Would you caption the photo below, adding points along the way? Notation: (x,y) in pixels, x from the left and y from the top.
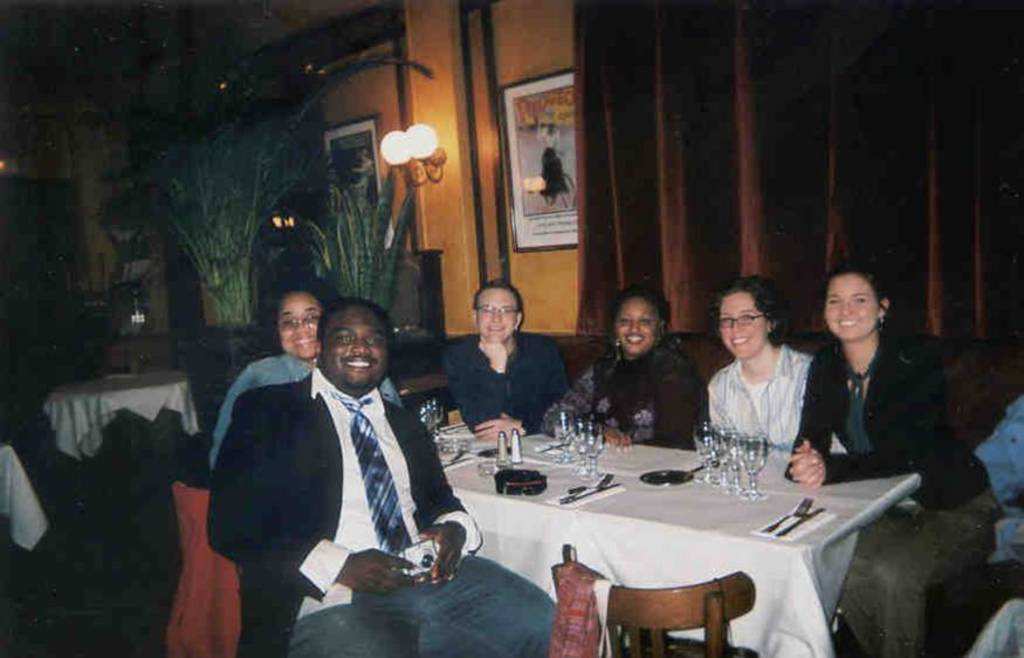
In this picture there are group of people (691,382) sitting around the table (638,495). On the table (768,566), there are glasses (589,447), forks (586,486), spoons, knives (568,495) are placed. There is a man (401,582) towards the left (334,599), he is wearing a black blazer (249,446), white shirt (351,527) and a blue jeans (440,590) and he is holding something. Behind him, there is another person (310,310). On the top right (714,152), there is a curtain (754,196). On the top left (216,157), there are plants (274,183) and walls (449,103) with frames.
